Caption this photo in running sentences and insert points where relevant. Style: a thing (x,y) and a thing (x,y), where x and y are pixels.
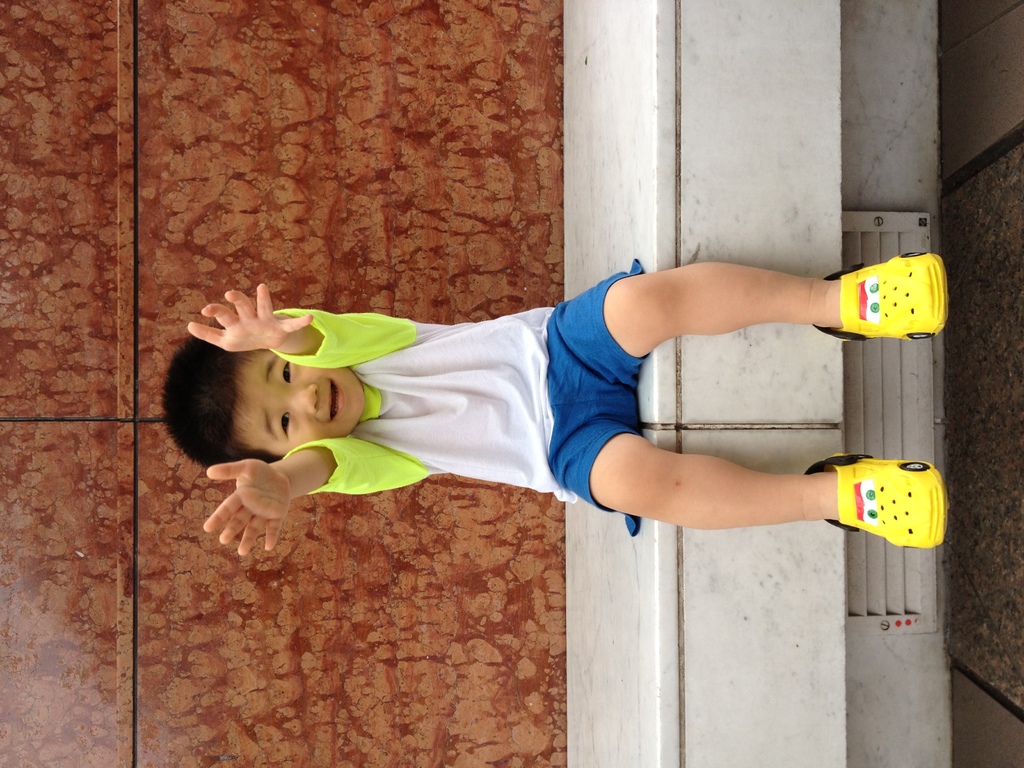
In this picture we can see a boy (213,462) sitting on a platform (724,248), some objects (863,257) and in the background (409,153) we can see the wall (165,667).
